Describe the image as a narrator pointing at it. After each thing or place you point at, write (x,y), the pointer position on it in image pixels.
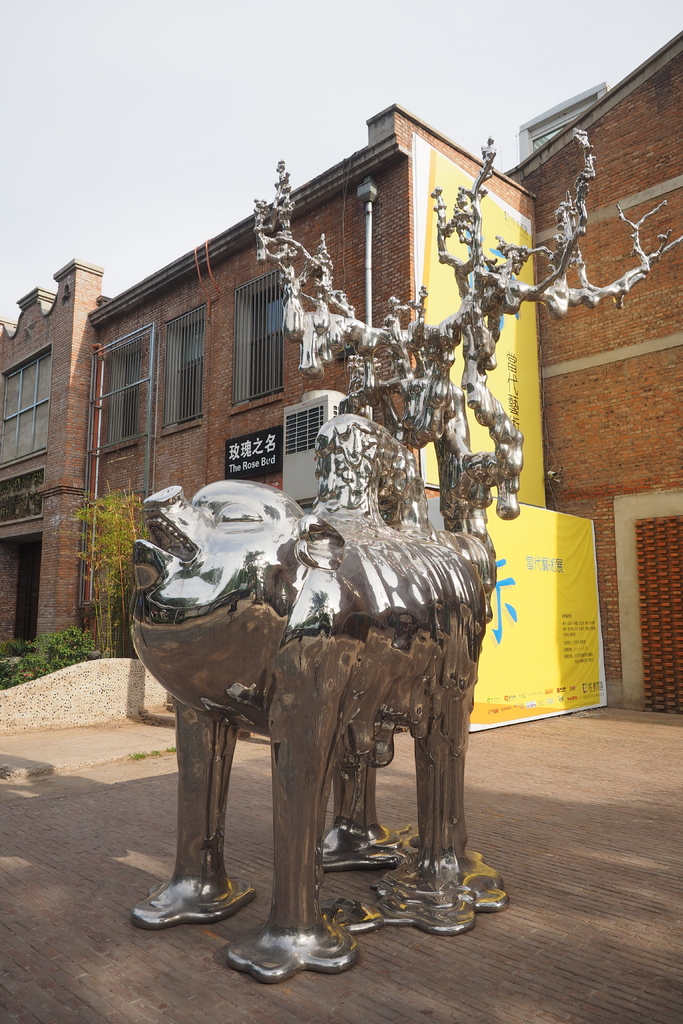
In this picture there is a metallic statue (274,752) at the center of the image (447,642) and there are some trees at the left side of the image (97,501) and there are buildings (388,249) at the center of the image (232,400), and there is a poster (516,358) at the center of the image (434,462).
